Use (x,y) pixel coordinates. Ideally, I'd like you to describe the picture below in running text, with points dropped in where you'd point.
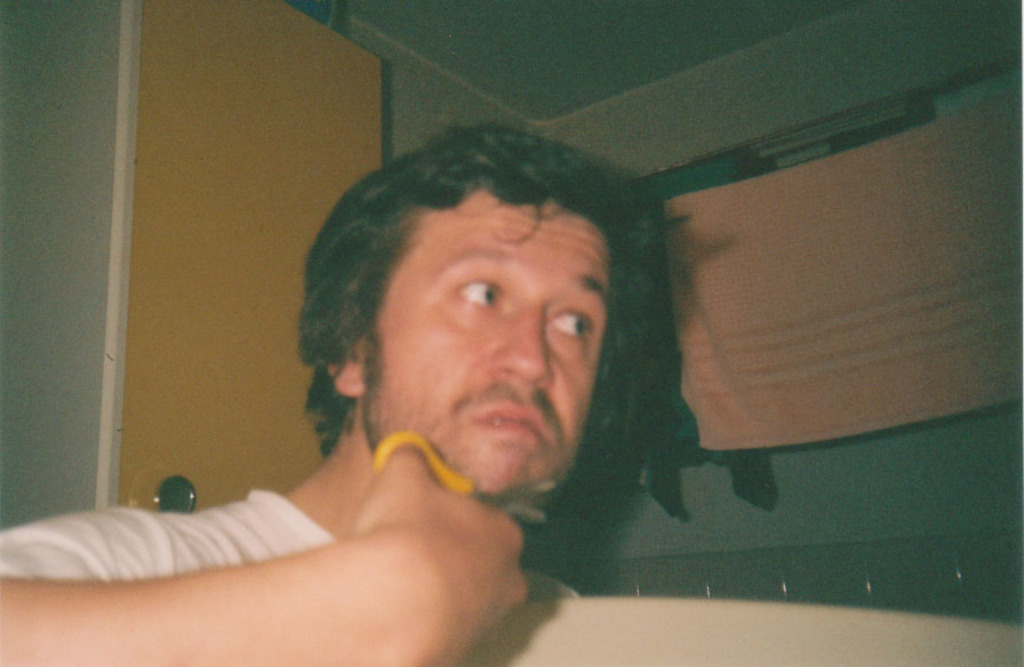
In this picture I can observe a person (268,549) wearing white color T shirt (188,554) and he is holding yellow color scissor (442,468) in his hand (421,535). On the right side (748,243) I can observe a towel (777,334). In the background (206,344) there is yellow color door (199,356) and a wall (11,309).
